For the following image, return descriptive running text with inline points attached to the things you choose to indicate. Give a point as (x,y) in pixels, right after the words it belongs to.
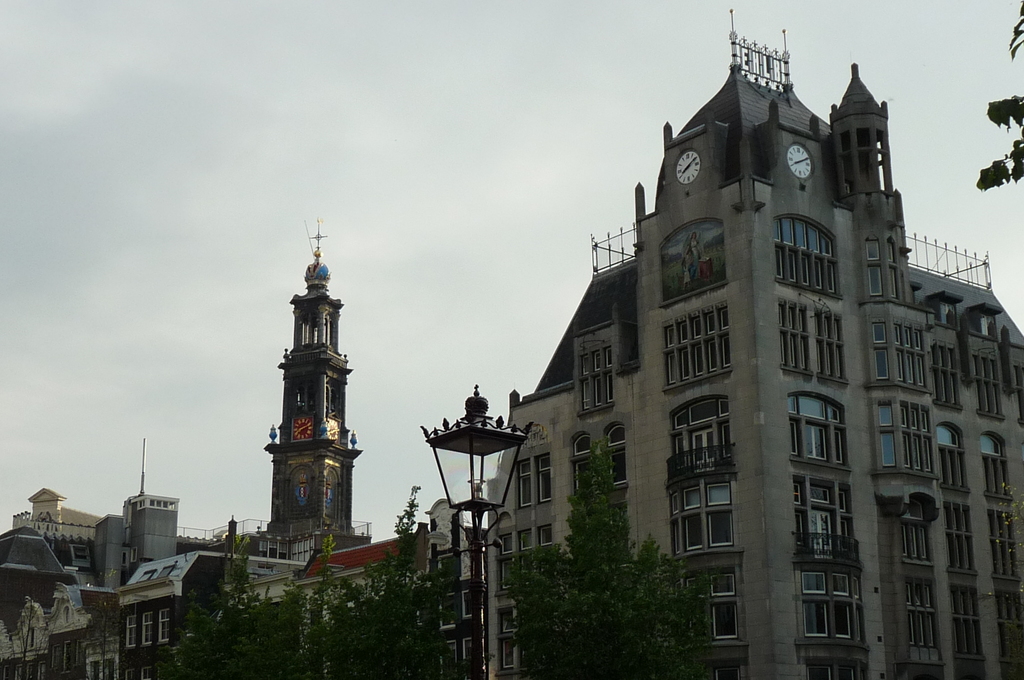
As we can see in the image there are buildings (147,617), clocks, trees (579,648) and street lamp (480,537). On the top (208,108) there is sky (390,101).
